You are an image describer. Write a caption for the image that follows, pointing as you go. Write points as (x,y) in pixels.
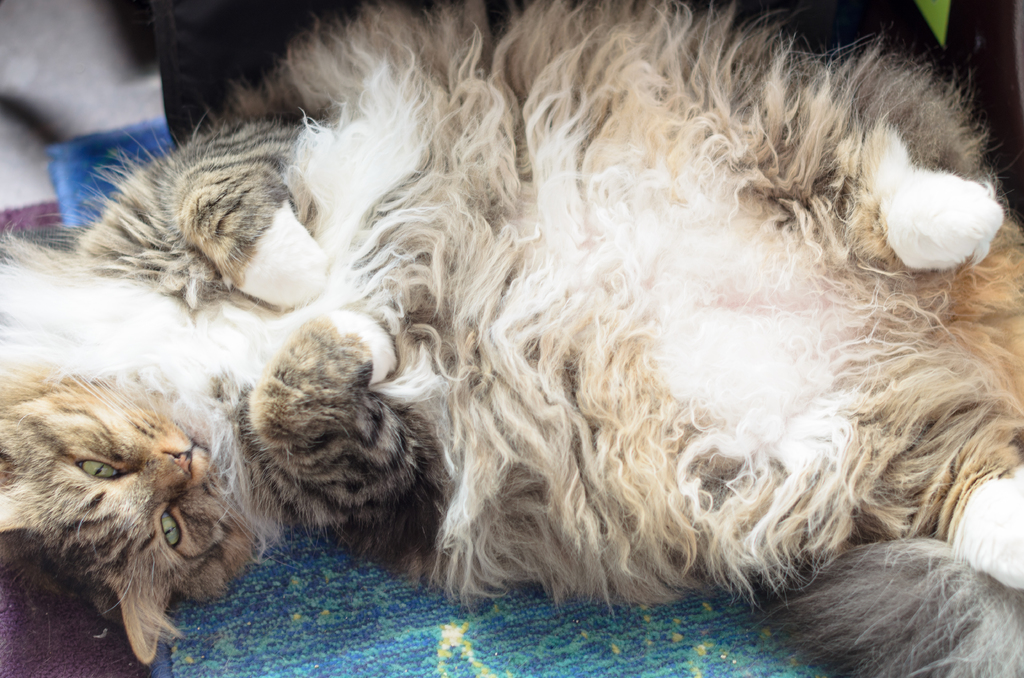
In this picture we can see a cat (674,231) is laying on the cloth (379,573).
